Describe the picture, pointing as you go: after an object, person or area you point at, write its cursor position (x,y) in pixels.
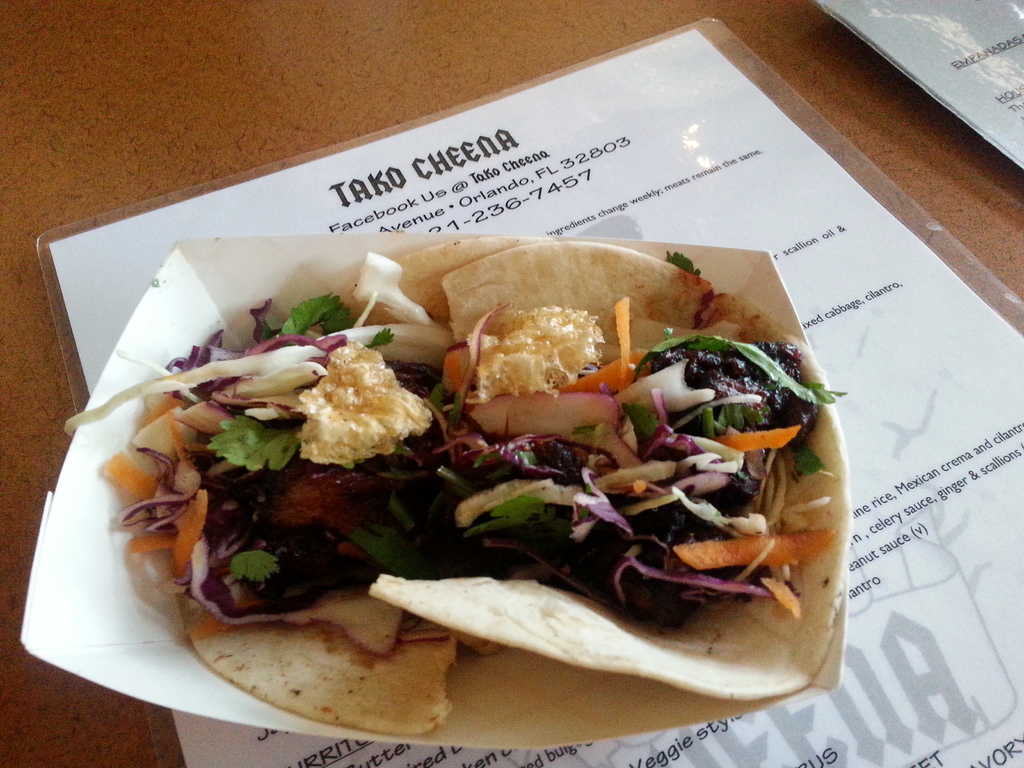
It is a zoomed in picture of food items (480,397) placed in a plate (526,681) and the plate (478,654) is placed on the menu card (745,189).
